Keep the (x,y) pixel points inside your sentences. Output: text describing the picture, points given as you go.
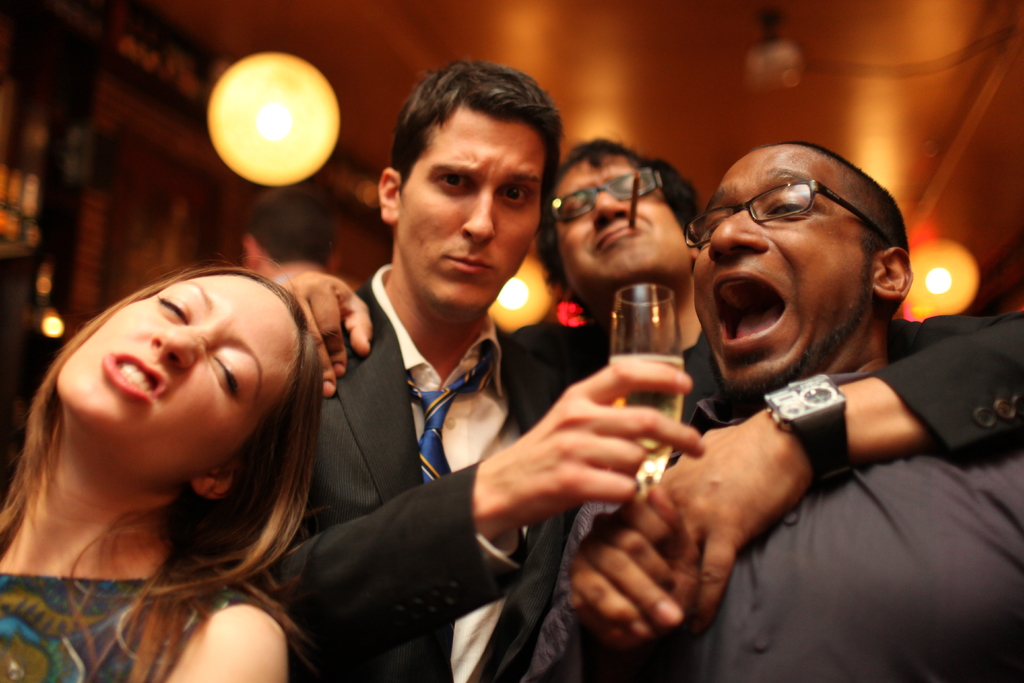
In this picture there are some boys (797,148) standing in the front (741,625), laughing and giving a pose into the camera. On the left side (75,440) there is a girl (83,491) giving a pose. Behind there is blur background (236,66).
